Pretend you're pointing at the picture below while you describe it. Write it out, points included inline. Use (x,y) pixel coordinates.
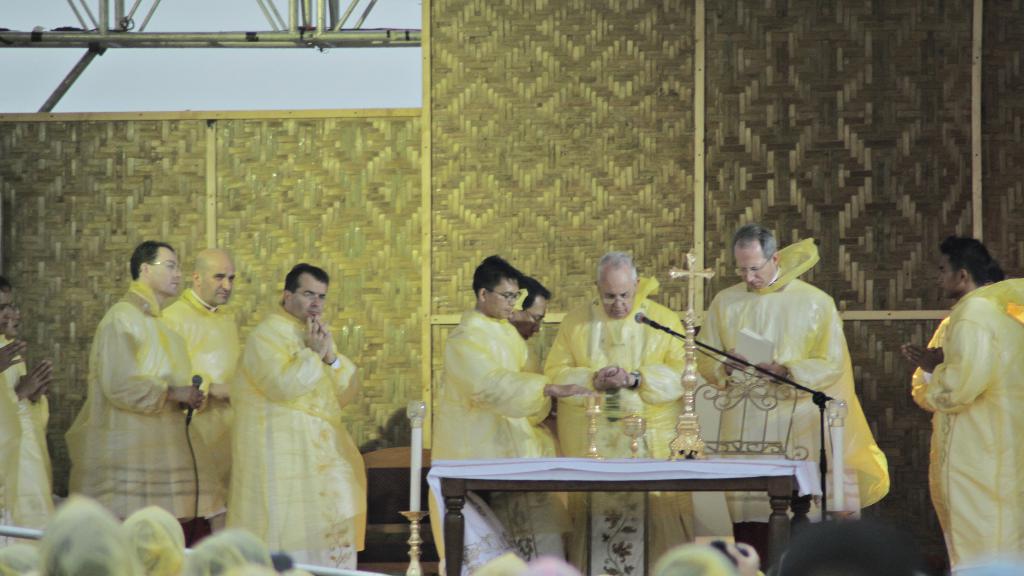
This image is taken on a stage (176,218). At the bottom of the image (133,548) there are a few people (203,559). In the middle of the image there is a table (452,521) with a tablecloth (568,475) and a few things (688,424) on it. Four men (588,384) are standing behind the table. On the right side of the image (1019,356) a man (926,381) is standing on the floor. On the left side of the image (310,325) a few people (211,265) are standing on the floor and a man (168,358) is holding a mic (198,383) in his hand (185,397). In the background (410,195) there is a wall (340,187).
